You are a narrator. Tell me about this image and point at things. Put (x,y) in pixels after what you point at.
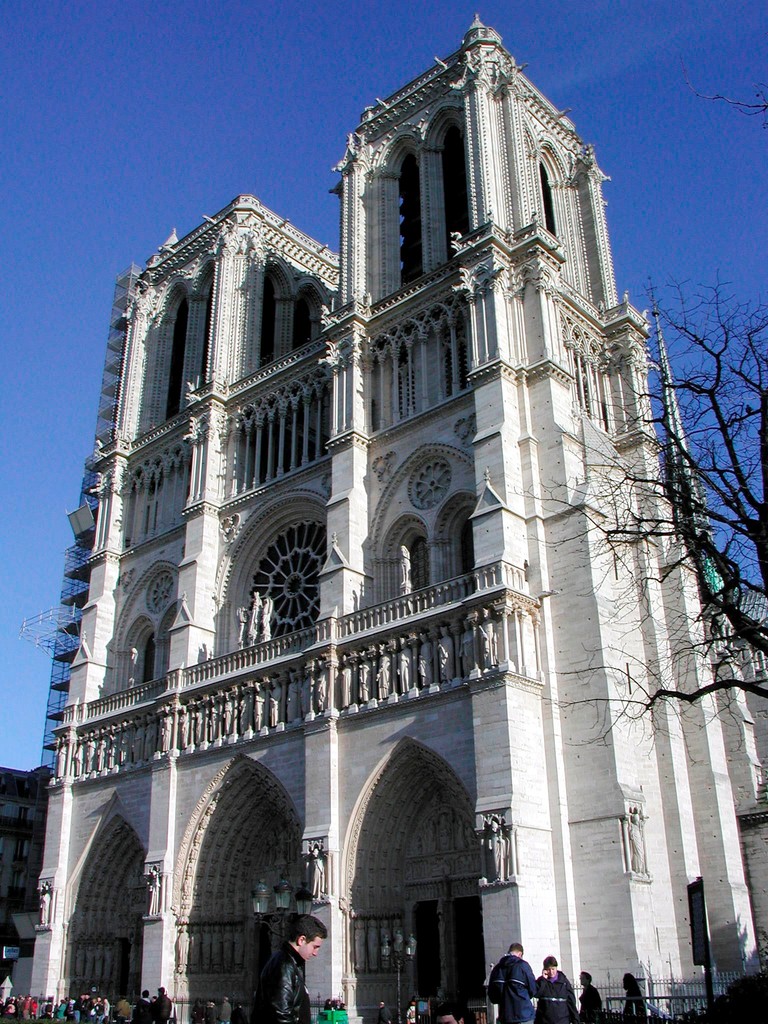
In this image there are buildings (344,708), statues (386,674), tree (722,479), people (308,999), light poles (281,923), grille (711,1011) and objects (708,969). In the background of the image (60,104) there is a blue sky (536,30).
